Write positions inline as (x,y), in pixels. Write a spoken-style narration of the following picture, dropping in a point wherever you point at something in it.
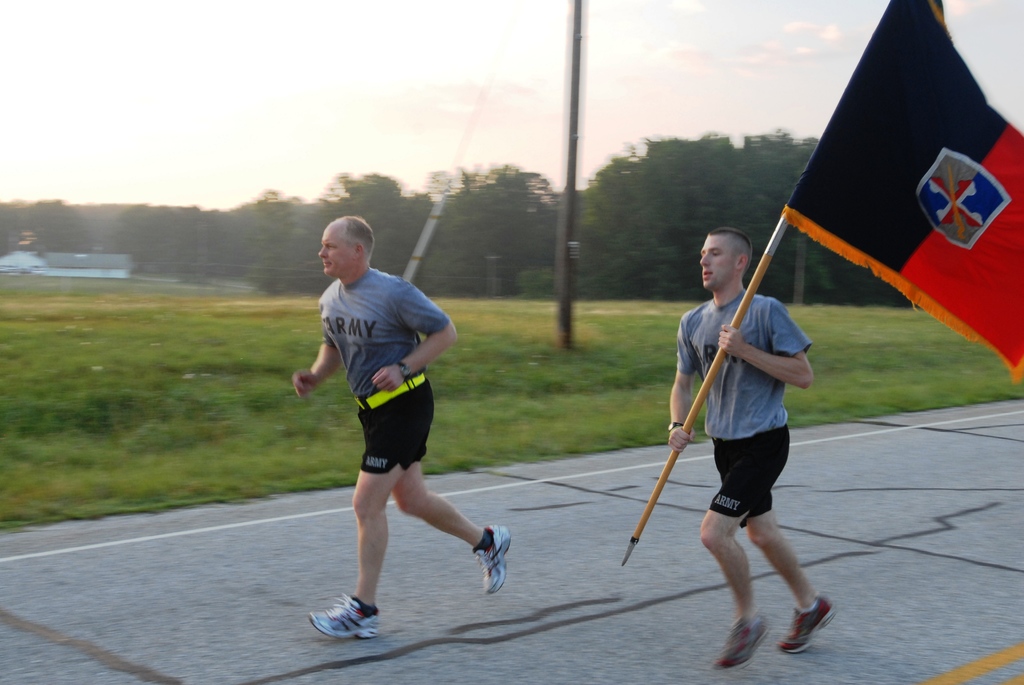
As we can see in the image there is grass (159,359), buildings (69,258), two persons (371,378) wearing grey color t shirts (379,340) and running. In the background (676,300) there are trees (410,201). At the top (339,55) there is sky (497,6). The man (729,427) on the right side (746,419) is holding flag (717,359).
